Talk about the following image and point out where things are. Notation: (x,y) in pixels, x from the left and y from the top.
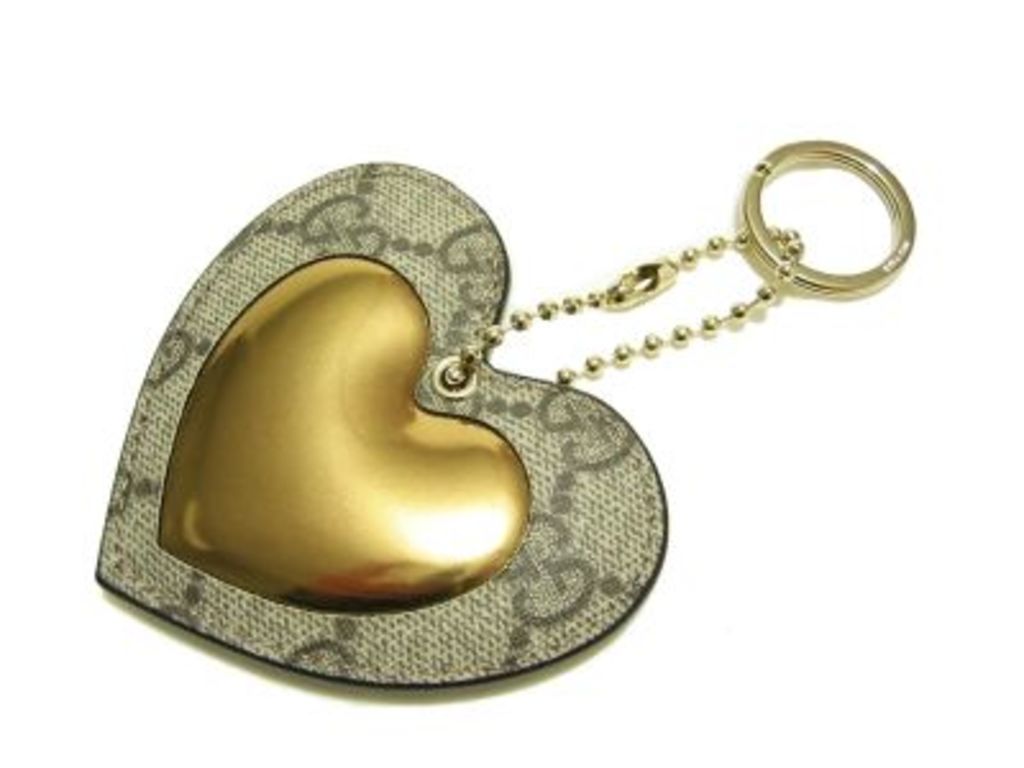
In this image there is one heart shaped locket (375,270), and there is white background (864,245).
